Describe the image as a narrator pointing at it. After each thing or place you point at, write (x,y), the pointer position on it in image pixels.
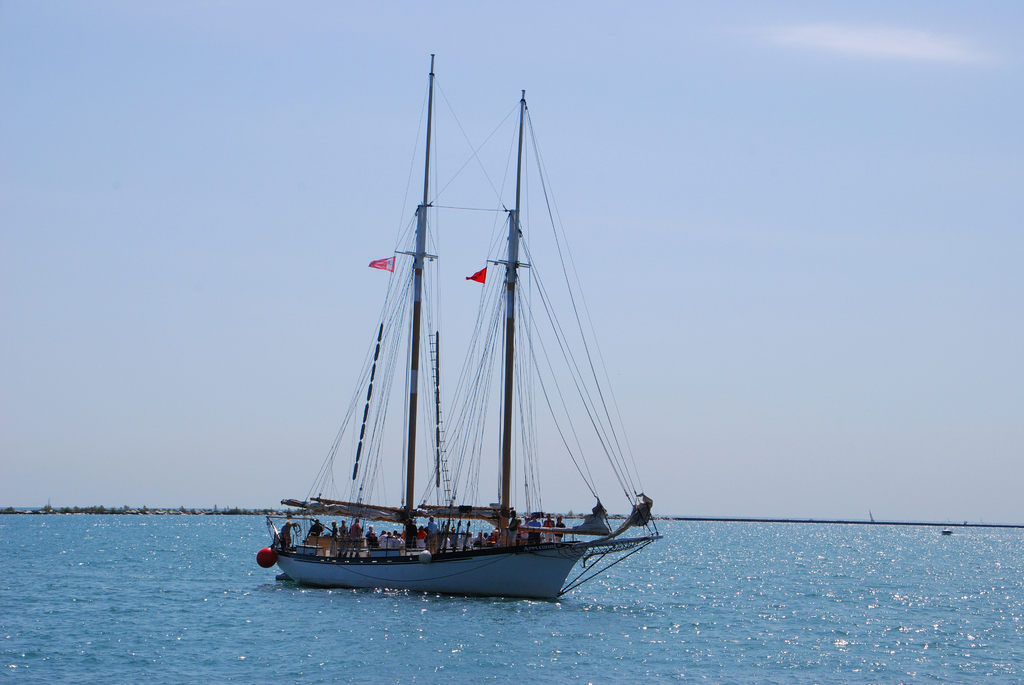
Here we can see a boat (297,571) on the water (428,650) and there are few people (437,541) standing in the boat (416,420) and we can also see ropes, poles (417,317), flags (373,262) and some other items (384,514). In the background (284,493) there are trees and sky (620,145).
